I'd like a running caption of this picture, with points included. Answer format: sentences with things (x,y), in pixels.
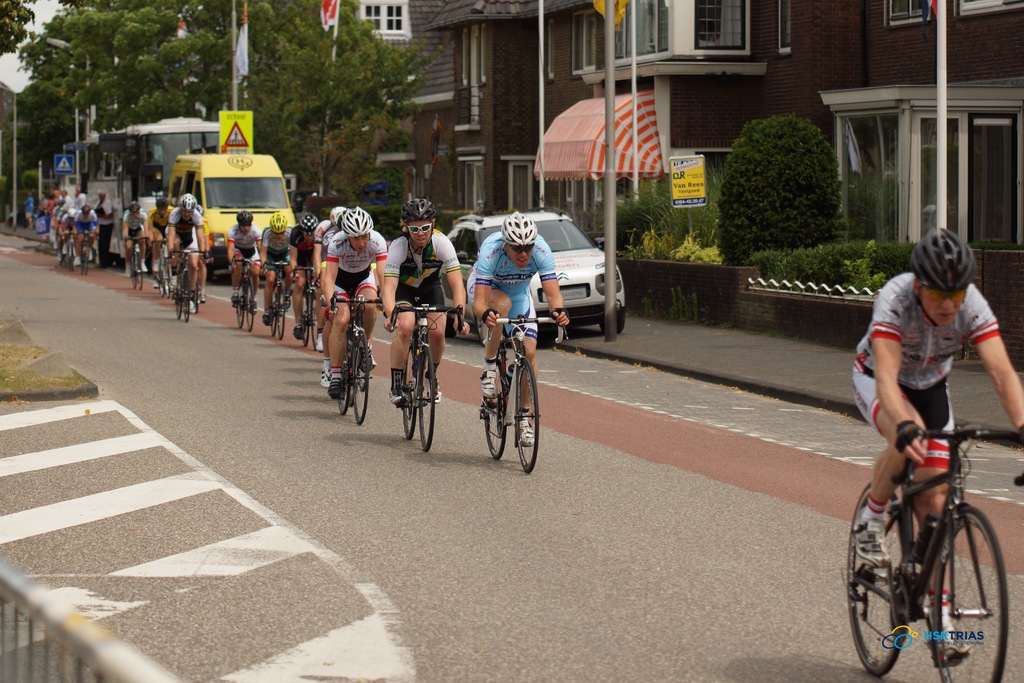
In the image we can see there are people (917,347) sitting on the bicycle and they are wearing helmet (426,218). There are cars (585,242) parked on the road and there are flags (240,72) kept on the poles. Behind there are trees (206,66) and buildings (508,69).
